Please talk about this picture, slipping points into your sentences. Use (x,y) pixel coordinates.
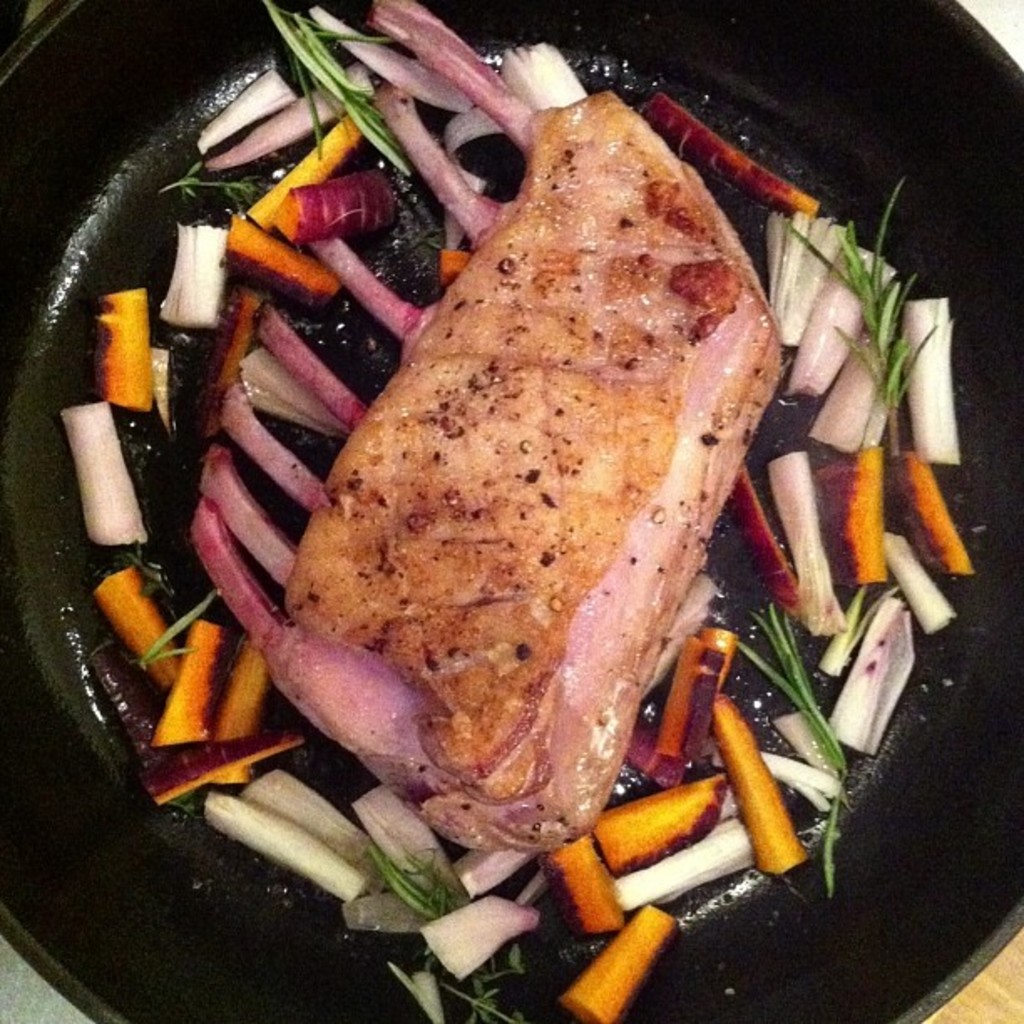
In the picture we can see some food item (454,434) which is in pan (196,212).
